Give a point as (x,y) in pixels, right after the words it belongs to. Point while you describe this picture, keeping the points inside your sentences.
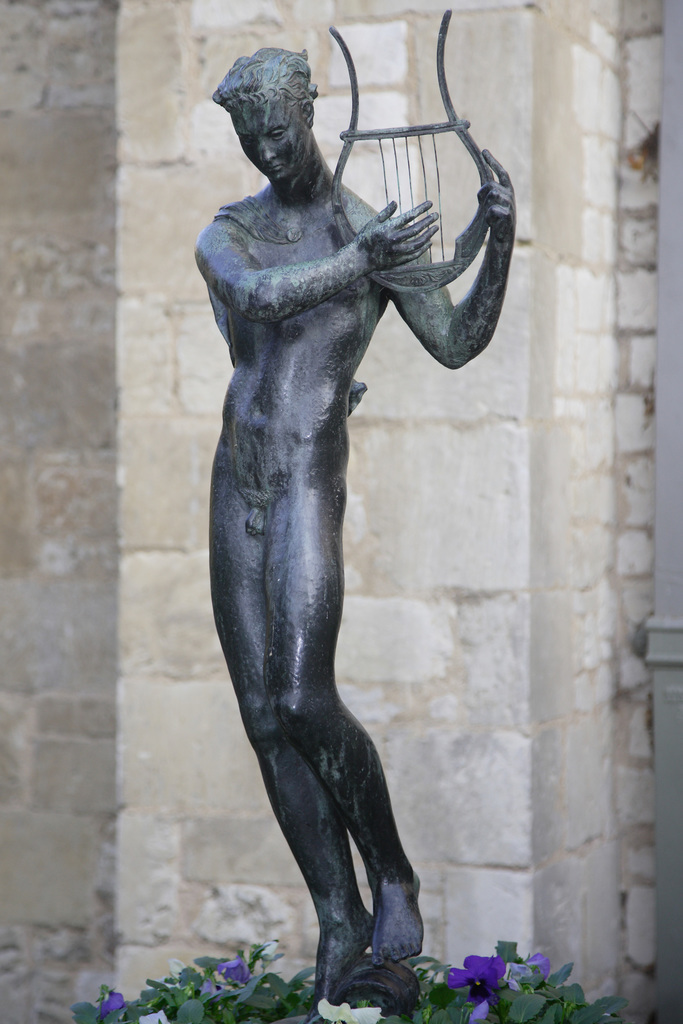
In the middle of the image (280,444) we can see a statue (281,394), at the bottom (246,1018) we can find few plants (203,962) and flowers (343,1009).
